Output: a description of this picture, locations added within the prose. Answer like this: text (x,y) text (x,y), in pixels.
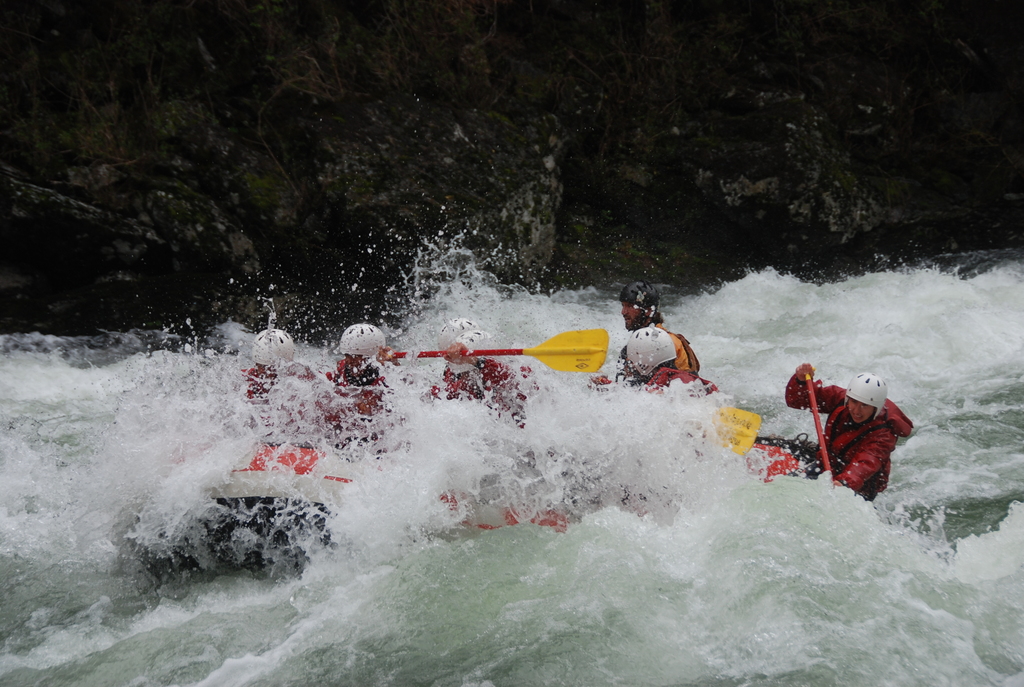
In this image at the bottom (473,494) there is a river (521,469) in that river (521,469) there is one boat (232,488), and in the boat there are some persons (859,429) sitting and riding. And in the background (373,146) there are some rocks (373,146).
